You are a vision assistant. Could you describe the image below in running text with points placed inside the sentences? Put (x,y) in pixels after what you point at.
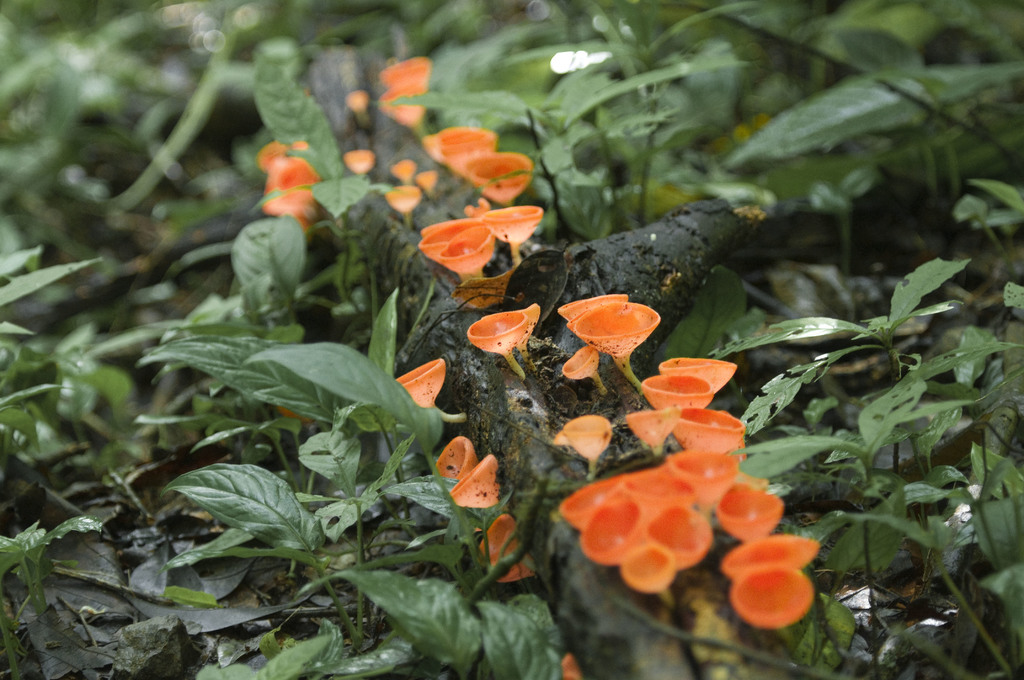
In the picture we can see some plants (825,529) with a leaf (998,528) and on it we can see a log (406,260) with some fungi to it which are orange in color.
